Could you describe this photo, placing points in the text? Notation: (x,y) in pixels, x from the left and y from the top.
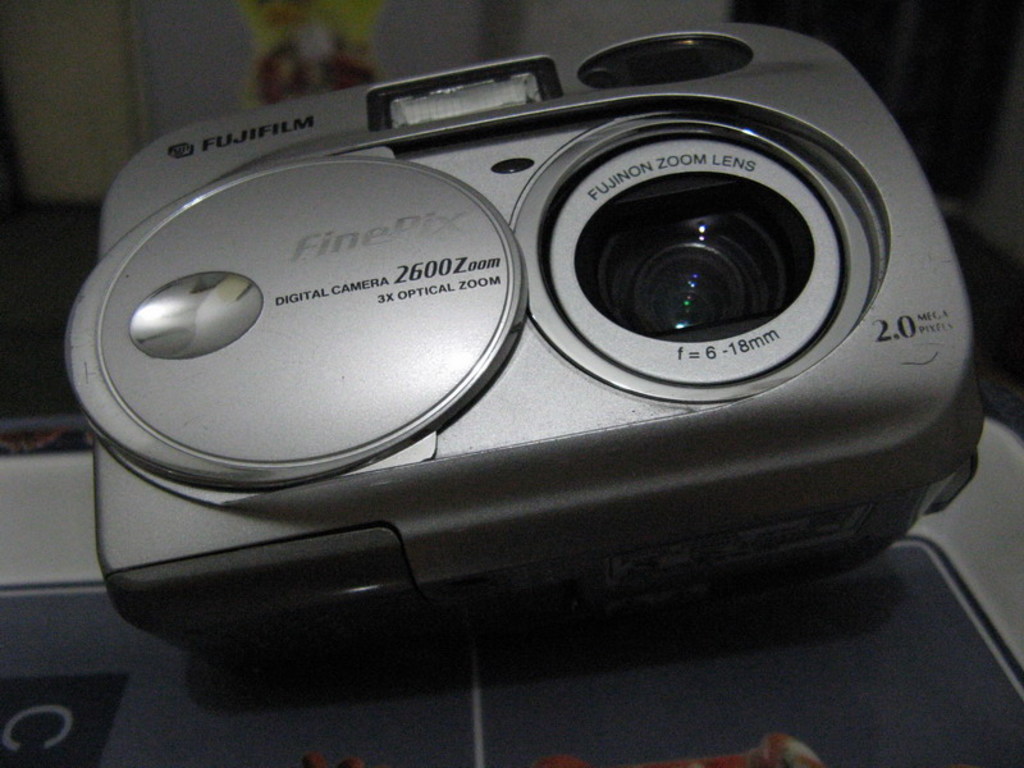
In this image we can see a camera (249,502) which is placed on the surface (36,641).
